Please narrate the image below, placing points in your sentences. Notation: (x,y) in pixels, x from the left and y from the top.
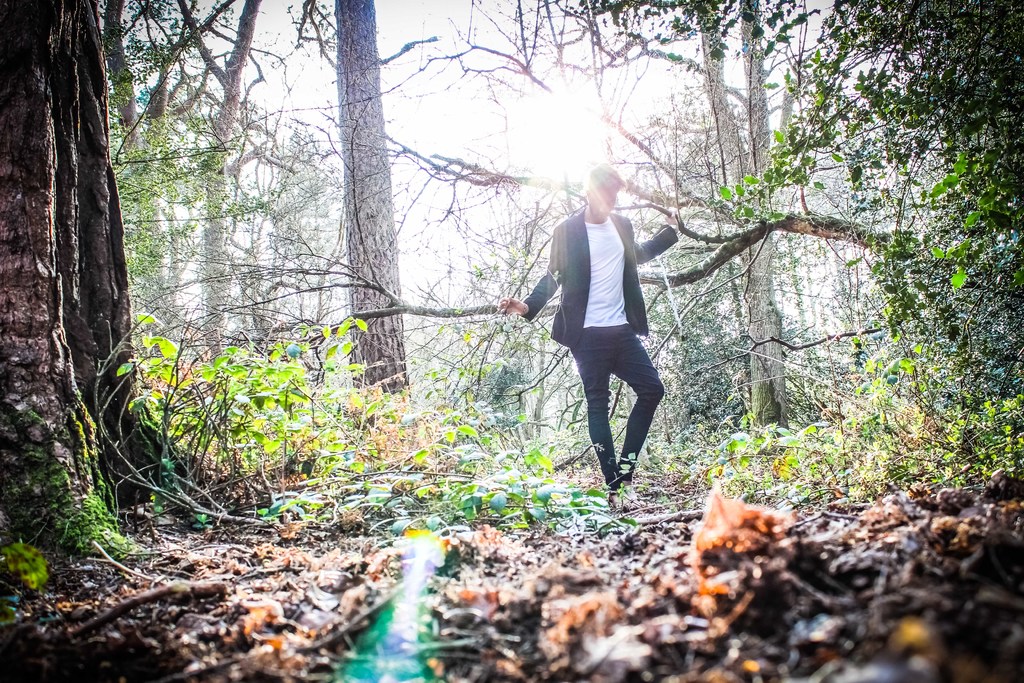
In this image, we can see a person (627,324) standing, we can see some plants (185,392) and trees (349,127). At the top (533,86) we can see the sky (576,83).
